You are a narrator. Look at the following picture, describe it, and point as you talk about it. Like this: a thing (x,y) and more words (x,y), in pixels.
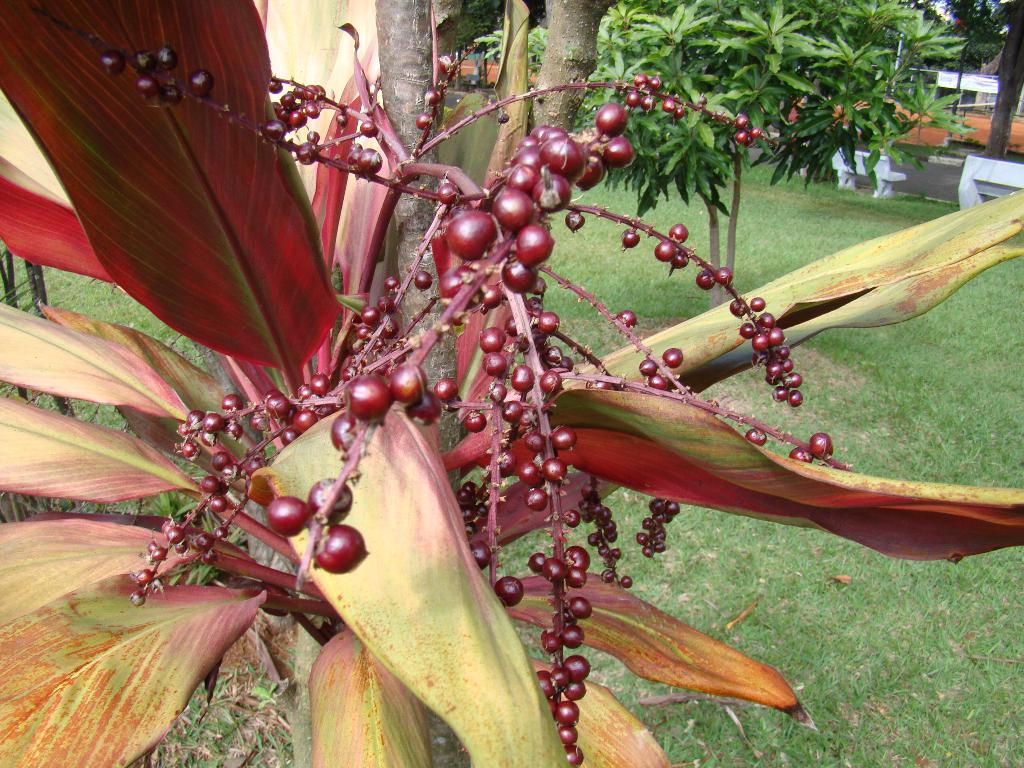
There is a plant (365,375) with fruits (547,195) on it. On the ground (813,601) there is grass (911,420). In the back (813,76) there are trees (824,17), road (929,173) and benches (899,179).
